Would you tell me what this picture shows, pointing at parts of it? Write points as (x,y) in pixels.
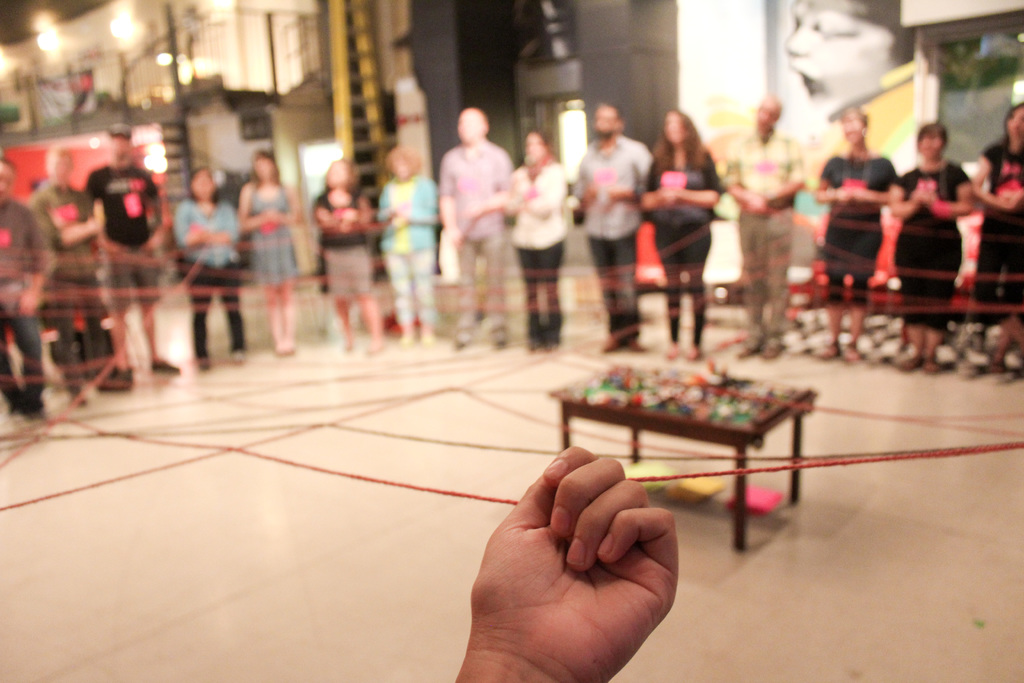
In this image, There is a floor (663,626) which is in white color and in the middle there is a person hand (544,578) and he is holding a thread (958,453) which is red color, There are some people (941,263) standing and they are holding the threads (309,276) which is in red color.
